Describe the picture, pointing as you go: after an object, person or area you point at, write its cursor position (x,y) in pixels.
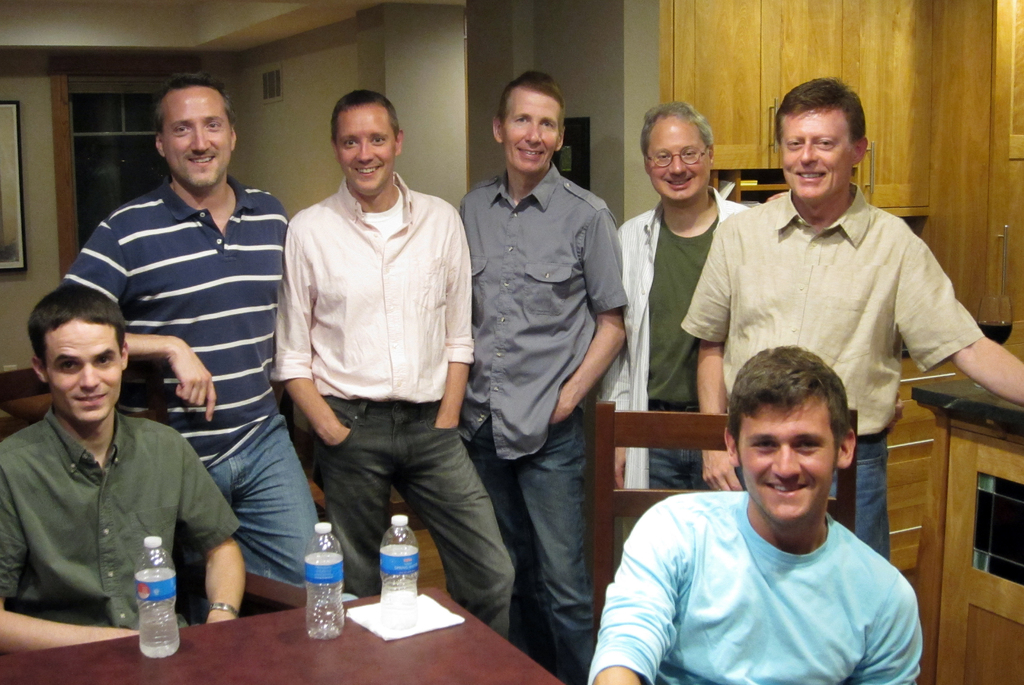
In this image I can see two persons (792,588) are sitting on chairs (603,603) and number of persons (306,300) are standing behind them. I can see a brown colored table (371,641) with three bottles (407,584) on it. I can see the wall (283,120), a photo frame (14,196) attached to the wall (24,164) and the window (123,165) in the background (123,165).
